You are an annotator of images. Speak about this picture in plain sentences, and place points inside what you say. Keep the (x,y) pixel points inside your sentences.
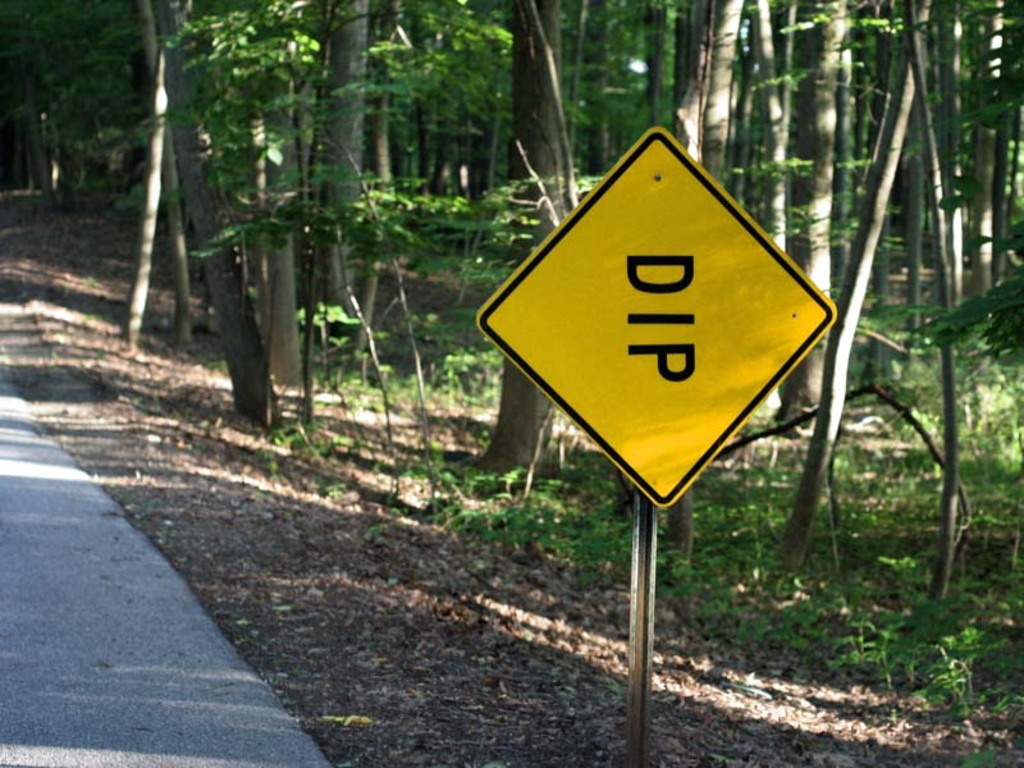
In the center of the image (607,348), we can see a board (559,306) and in the background (474,155), there are trees (352,230). At the bottom (200,621), there is road (164,641) and ground (239,581).
